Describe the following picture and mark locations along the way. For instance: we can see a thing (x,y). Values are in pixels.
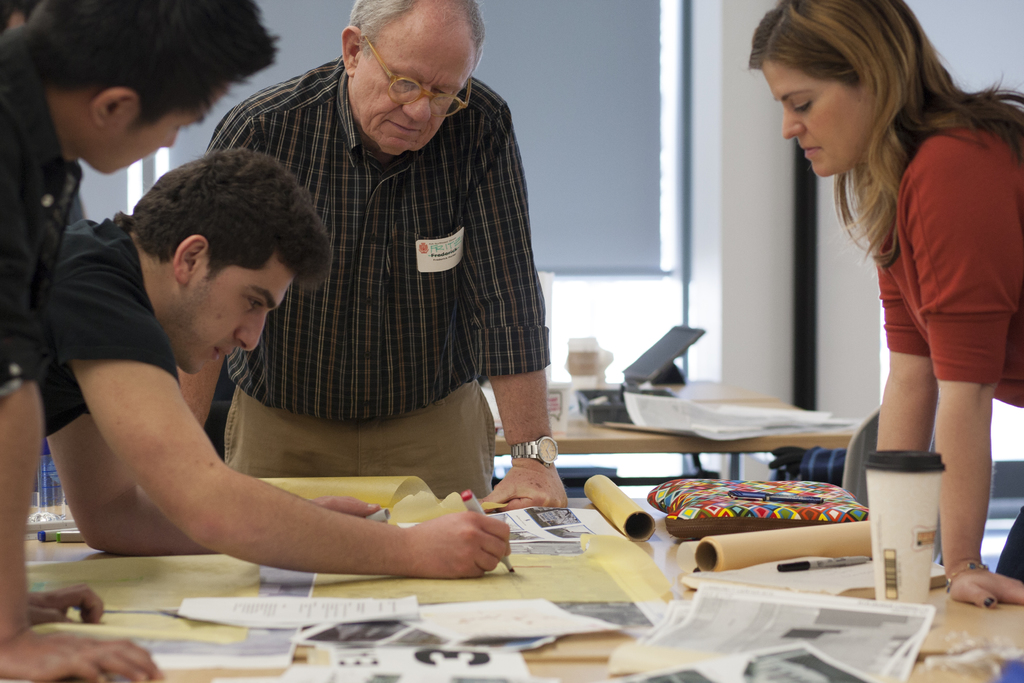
In the middle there is a table (676,569) on that table (681,588) there is a paper (584,596), bottle (896,549) and some other items (896,501). On the right (916,223) there is a woman (915,275) she wear red t shirt (929,246) her hair (876,77) is long. In the middle (395,278) there is a man (395,278) he wear check shirt (376,338), trouser (399,437) and watch (523,449). On the left (104,291) there are two men (90,310) they are staring at table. In the back ground (686,438) there is a table (660,435) on that there are papers (694,419) and some other items (674,382).
